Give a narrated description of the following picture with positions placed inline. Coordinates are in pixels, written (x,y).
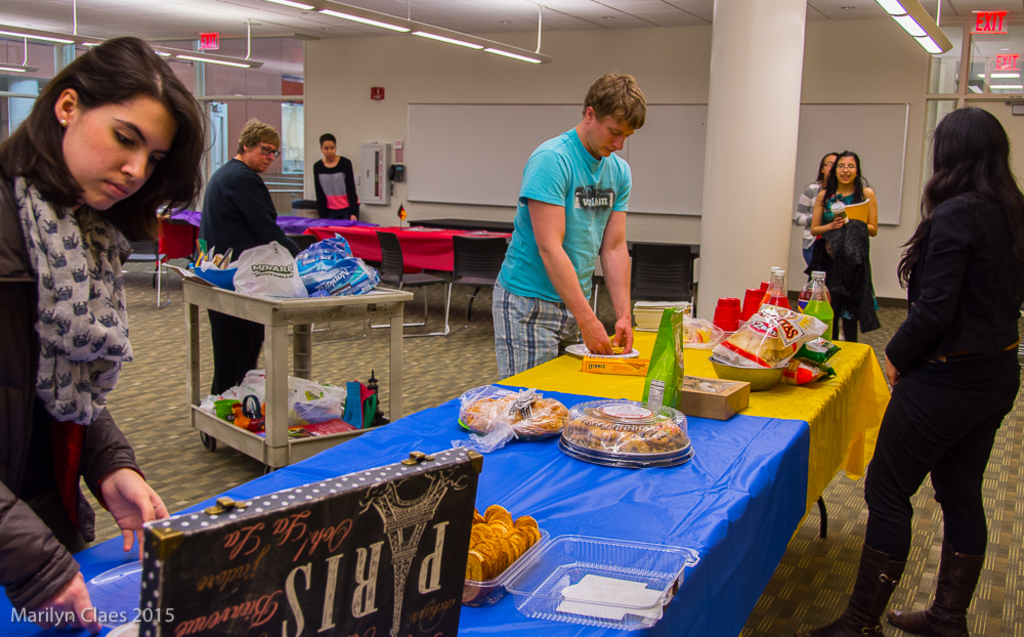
In the center of the image (404,419) there is a table (20,635) on which there are food items (589,402) and other objects (470,506). In the background of the image (391,223) there is a wall (381,222) with white color board (682,145). There is a pillar (737,94). At the top of the image (540,39) there is a ceiling (320,35) with lights (449,39). There are people (622,205) standing. In the center of the image (353,276) there is a trolley (188,398) with some objects (288,271) on it. There is a woman (254,242) behind it. At the bottom of the image (828,616) there is a carpet (983,620).
